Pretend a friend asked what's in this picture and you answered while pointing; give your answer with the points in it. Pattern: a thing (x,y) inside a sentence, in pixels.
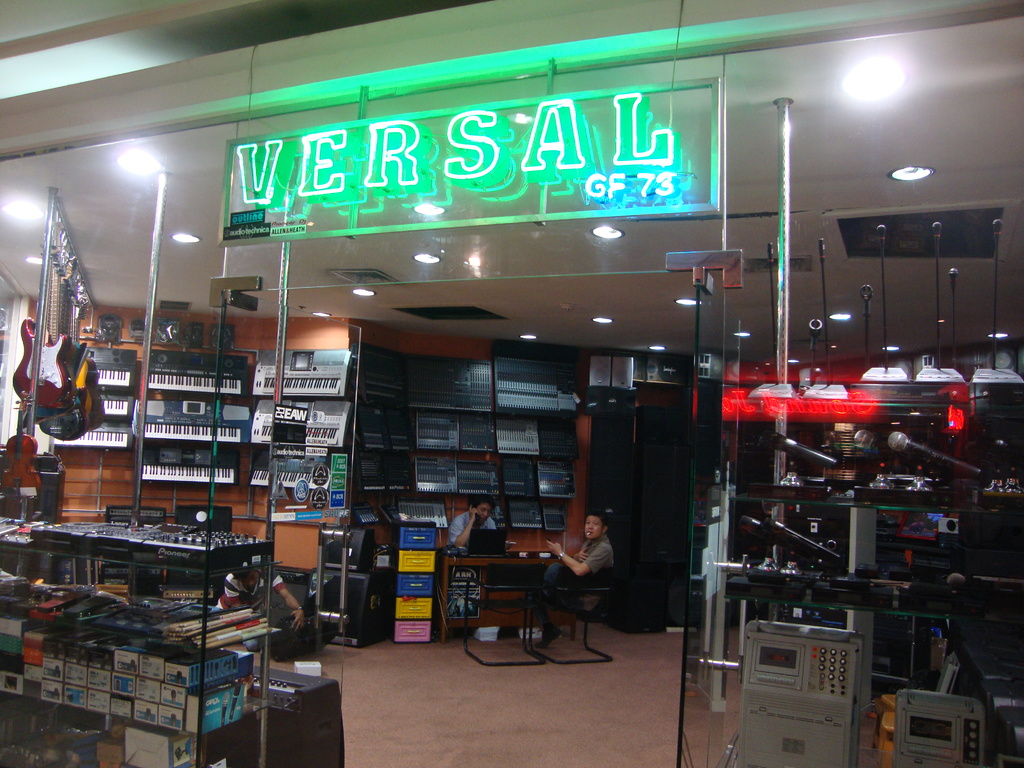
In this image I see a shop (982,227) in which there are lot of musical instruments (14,442), mics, few equipment (637,606) and other things (529,424), I can also see lights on the ceiling (689,323) and there are 2 persons (583,563) sitting on chairs (602,575) and there is a table (454,564) in front of them on which there is a laptop (503,533) and I see the board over here on which it is written "VERSAL GF 73."
